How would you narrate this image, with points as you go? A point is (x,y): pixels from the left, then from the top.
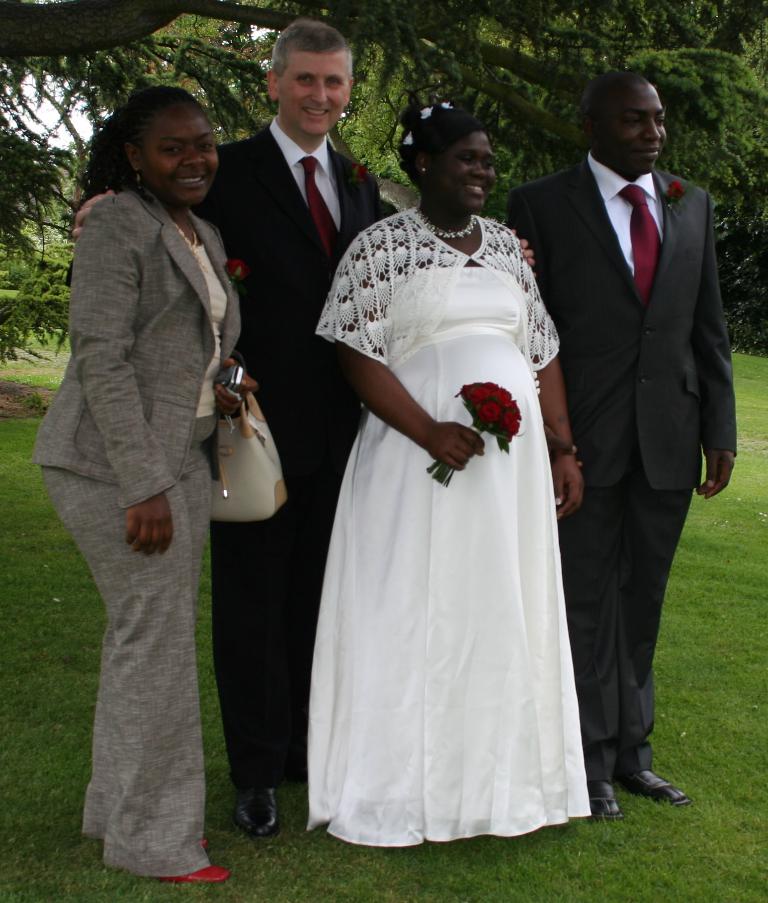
In this picture we can see two men (598,319) and two women (350,315) standing and smiling, a woman (472,368) in the middle (489,461) is holding flowers (512,424), a woman (178,458) on the left side (198,469) is carrying a bag (258,463), at the bottom (488,843) there is grass (454,850), we can see trees (65,36) in the background (432,55), these two men (319,47) wore suits (251,202).
